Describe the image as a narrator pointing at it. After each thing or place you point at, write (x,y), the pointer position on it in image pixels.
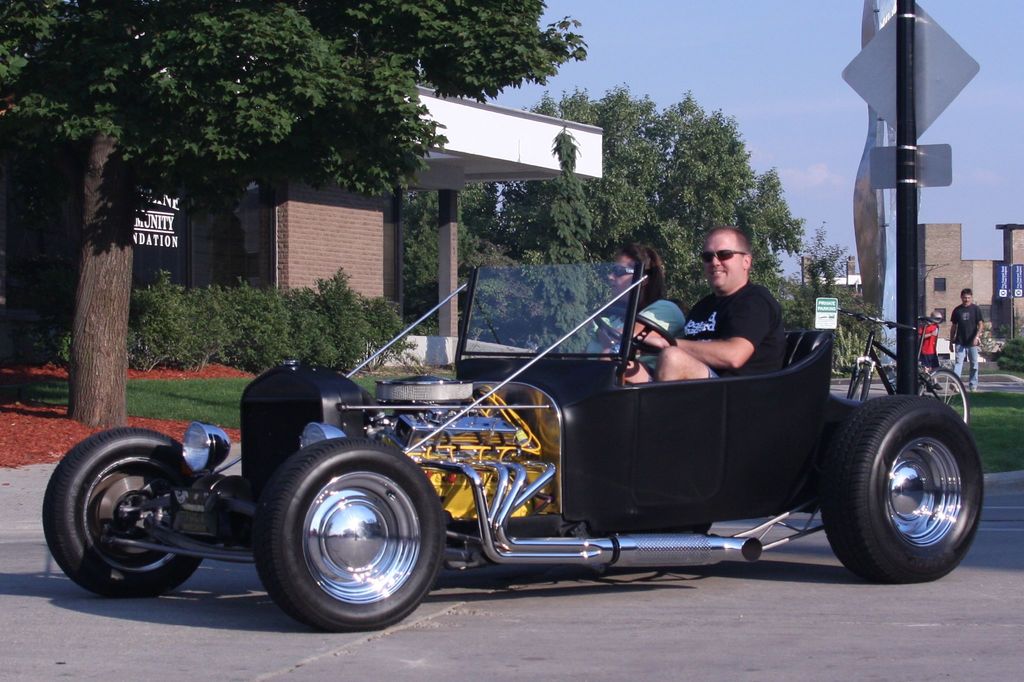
this picture shows a car (811,352) where two people (655,321) Seated on it and we see a man (971,305) walking on the sidewalk (986,385) and we see a bicycle (930,387) and we see few houses (308,252) and couple of trees (746,193).
